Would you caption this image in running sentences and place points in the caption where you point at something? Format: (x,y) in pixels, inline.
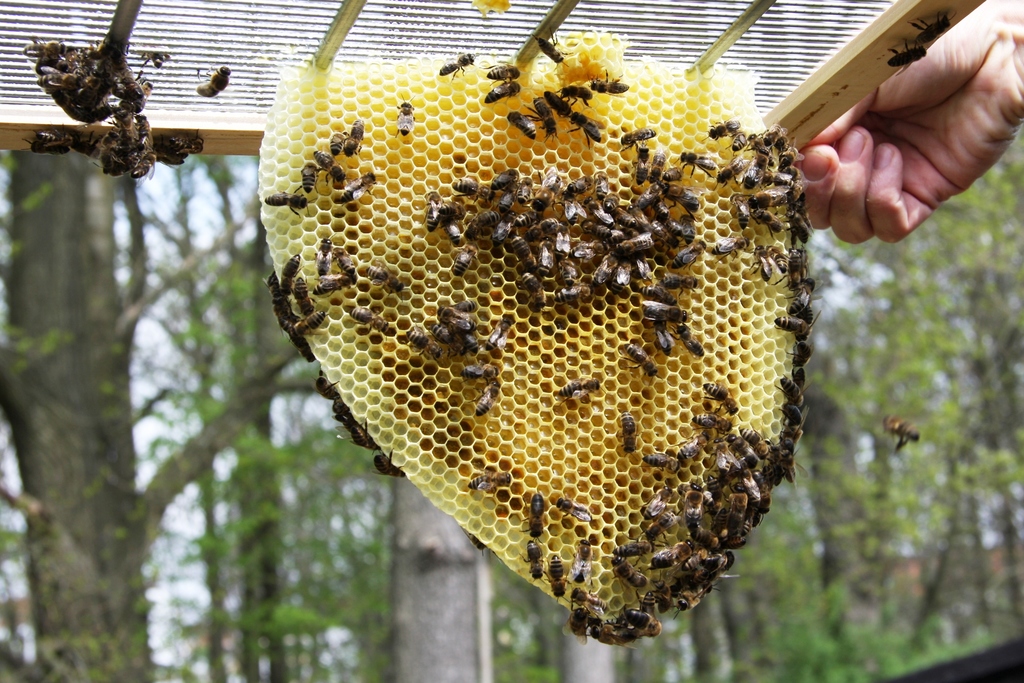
In this image I can see few honey bees (503,193) on the honeycomb (415,253) and the honey bees (578,389) are in brown color. I can see the person's hand (855,166) and I can see few trees (258,361) in green color and the sky (179,421) is in white color.
